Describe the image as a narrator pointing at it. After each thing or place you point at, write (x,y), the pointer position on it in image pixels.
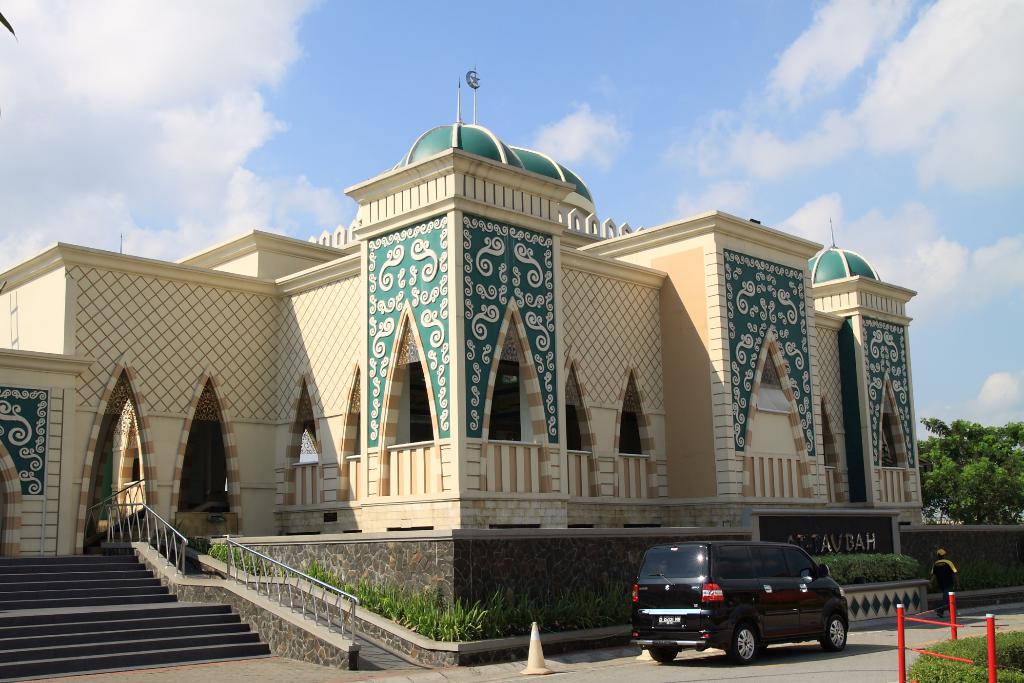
In this image there is a building (527,341) in the middle (459,343). At the top (429,69) there is the sky (443,71). At the bottom (751,660) there is a car (772,604) on the road (848,638). On the left side (120,561) there are steps (135,594). Beside the steps (207,604) there are small plants (495,614) around the wall (592,568). On the right side (929,480) there are trees (976,453). At the bottom (955,638) there is a metal fence (952,609).
